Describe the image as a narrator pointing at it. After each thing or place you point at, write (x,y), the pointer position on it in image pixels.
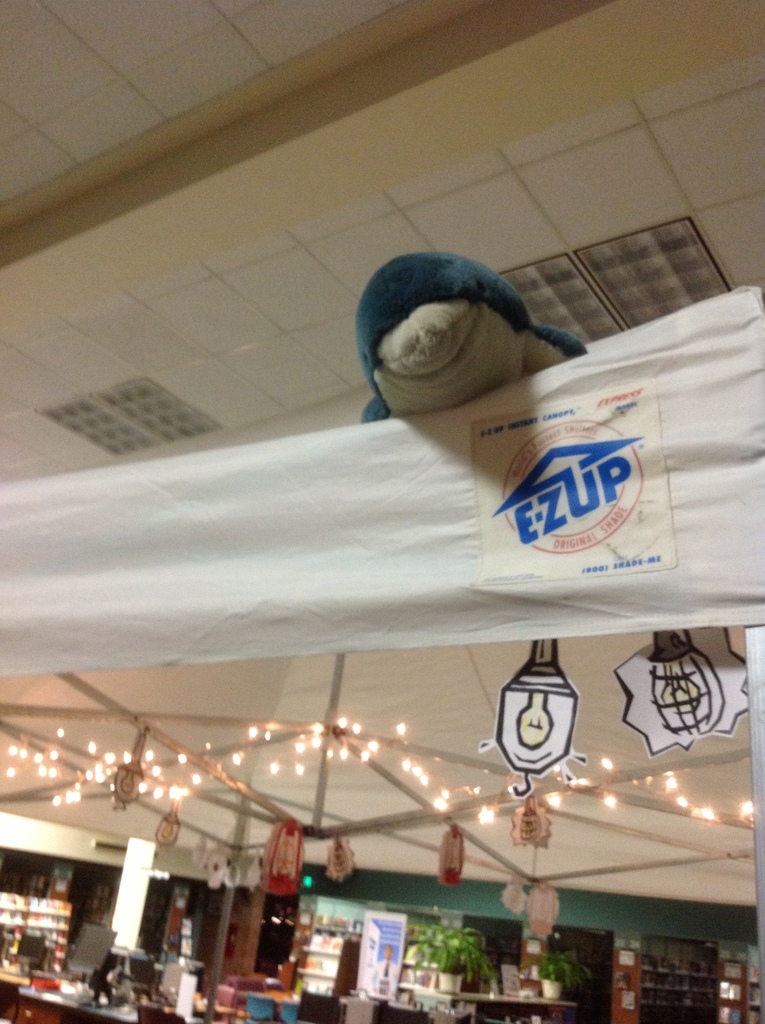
In this image at the bottom (544,968) there are some boxes (58,987), lights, flower pot (453,974), plant (468,961), boards (391,974) and some cupboards (149,928). And in the center (268,535) there are some lights (472,786) and poles (333,826) and one cloth (576,426) and toy (381,357) is hanging, on the top (250,156) there is ceiling (286,297) and some lights (153,388).
